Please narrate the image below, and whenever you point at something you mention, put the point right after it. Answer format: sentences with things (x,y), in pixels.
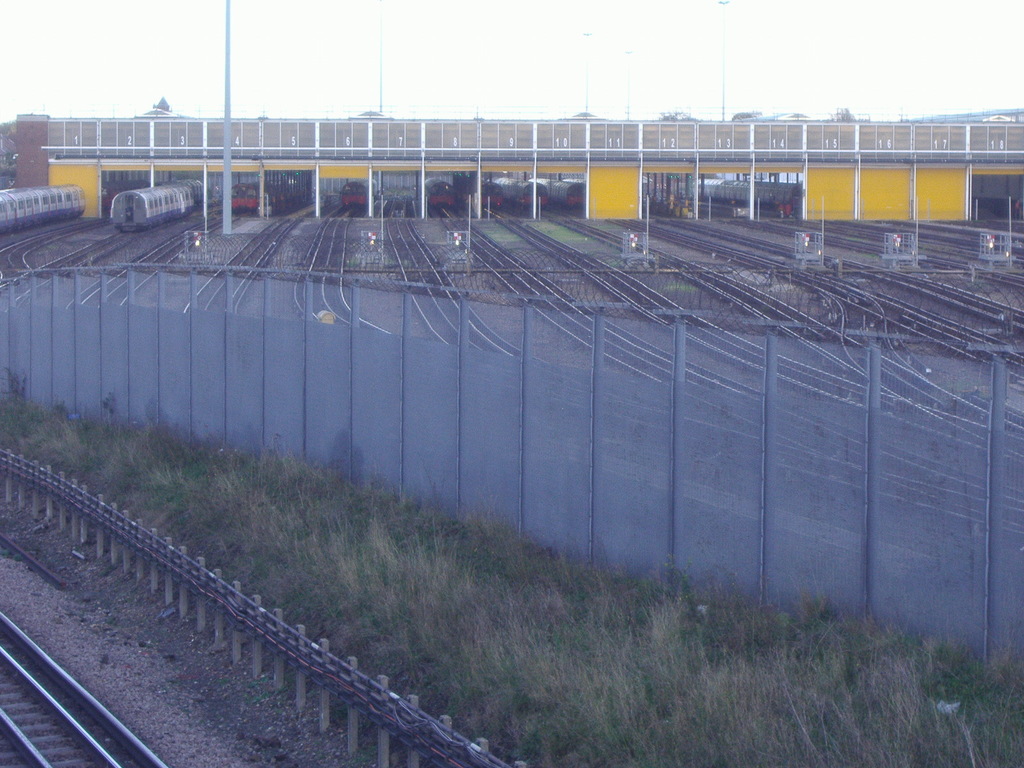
In this image on the left side (79,726) at the bottom corner (73,742) we can see railway track (84,709), fence (281,612) and grass (116,478) and the other fence (472,486) are on the ground (116,478). In the background (180,166) there are trains (32,219) on the railway tracks (507,260), poles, metal objects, trees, shed (486,167) and sky (154,53).
